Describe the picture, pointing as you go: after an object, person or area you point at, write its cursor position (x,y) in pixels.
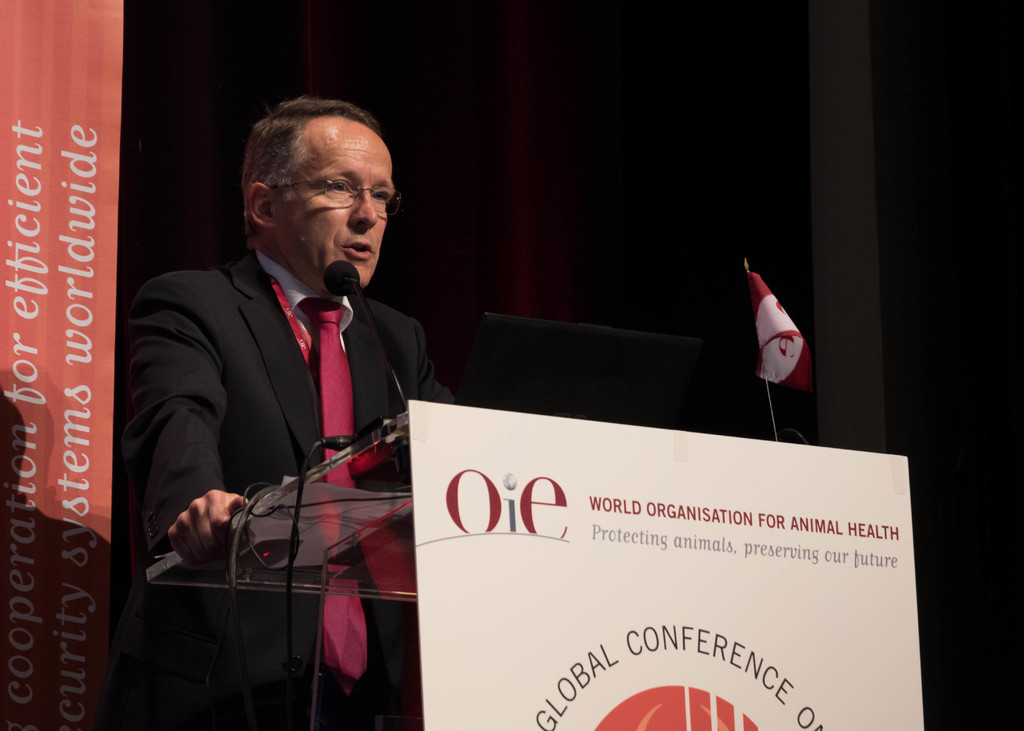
In this image I can the person (191,608) standing in front of the podium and I can also see the microphone (403,398) and the laptop (560,381). In front (798,605) I can see the board (668,615) in white color. In the background (71,58) I can see the banner (65,46).
